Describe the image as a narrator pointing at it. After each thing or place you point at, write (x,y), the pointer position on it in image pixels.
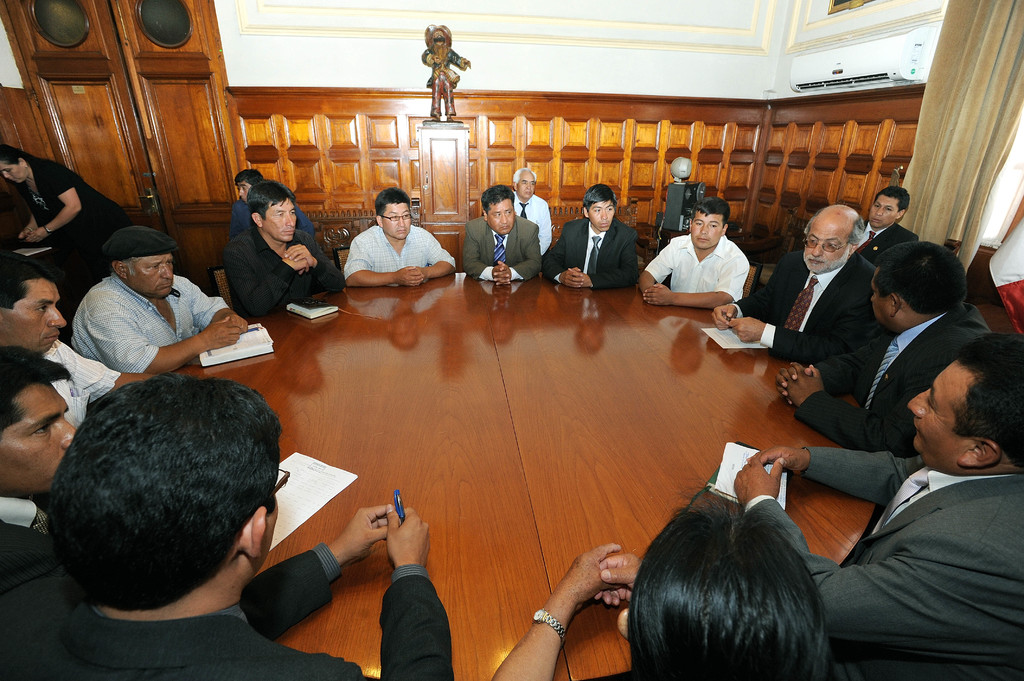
In this picture we can see a group of people (163,438) sitting on the chair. We can see a person (274,523) holding a pen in his hand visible in the bottom left (123,655). There are a few papers (284,502) and books (216,357) visible on a wooden table (517,587). We can see a woman (29,233) standing and a few objects (24,253) on the left side (95,220). There is a small statue (451,79) on a wooden object (443,148). We can see a cloth (930,119) in the top right (945,111). There is an air conditioner (826,62) on the wall (847,98). We can see a door (191,124) in the background (145,23).
